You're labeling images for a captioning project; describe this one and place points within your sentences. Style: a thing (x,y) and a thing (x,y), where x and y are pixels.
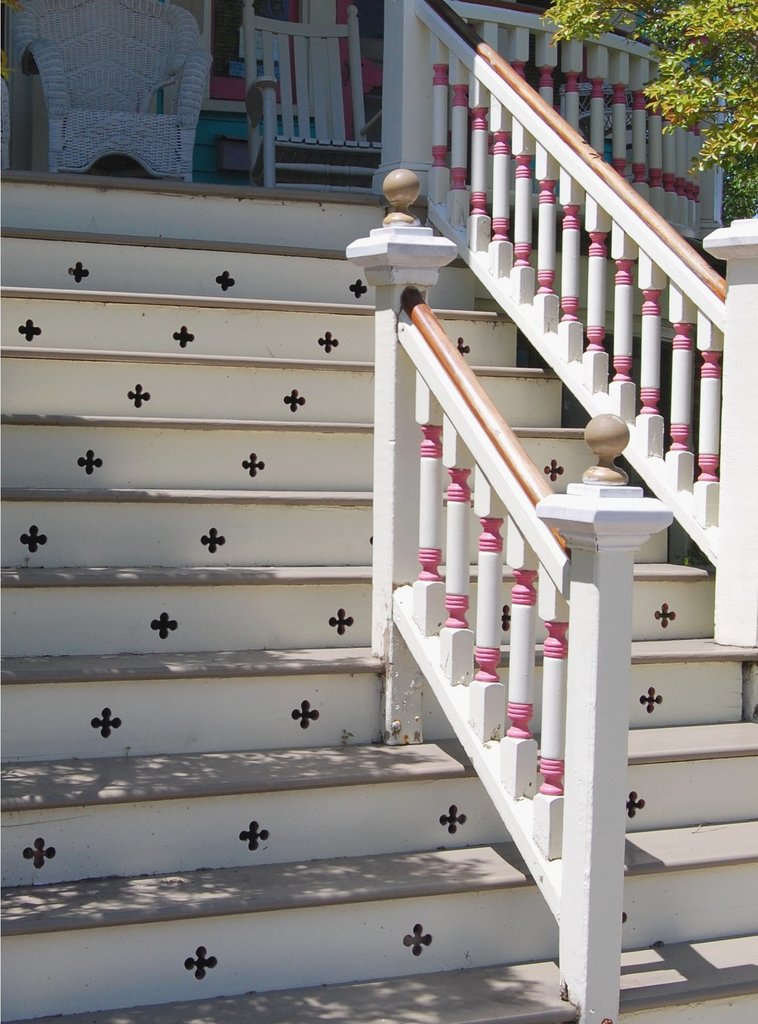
This picture is clicked outside. In the foreground (208,357) we can see the stairway (321,547) and the railings (499,100). In the right corner (716,70) we can see the tree (729,47). In the background (323,61) we can see the chairs (302,51) and some objects (312,5).
